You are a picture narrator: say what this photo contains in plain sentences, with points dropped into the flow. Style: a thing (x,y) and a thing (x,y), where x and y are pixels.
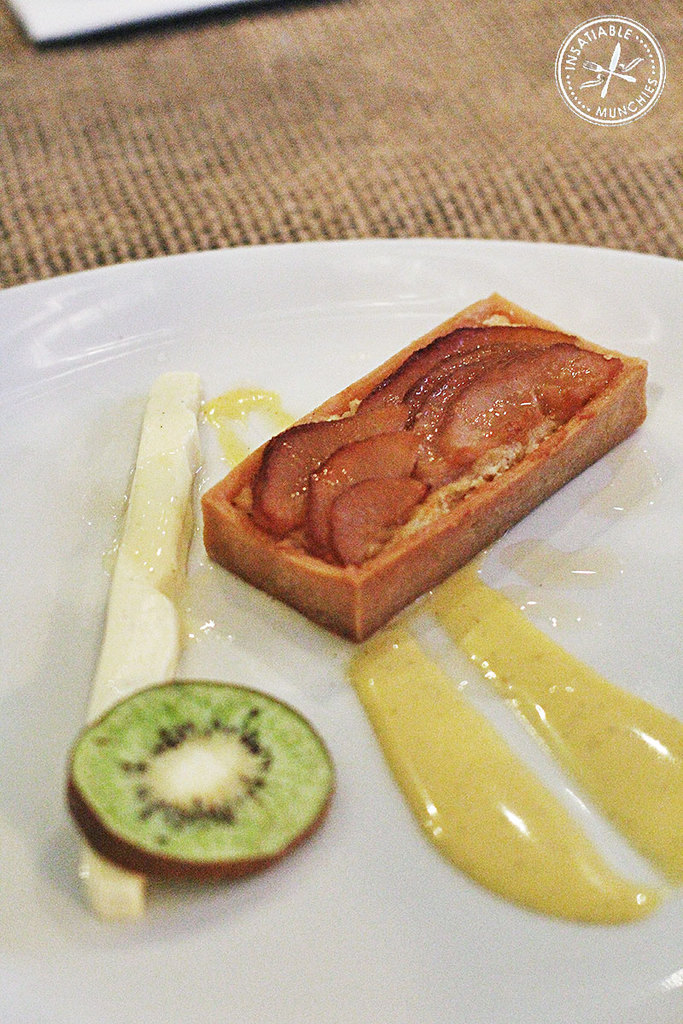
There are food items (315,739) on a white color plate (642,285). On the top right (617,94), there is a watermark (616,55). In the background (239,69), there is an object (105,14) on a cloth (259,93).
